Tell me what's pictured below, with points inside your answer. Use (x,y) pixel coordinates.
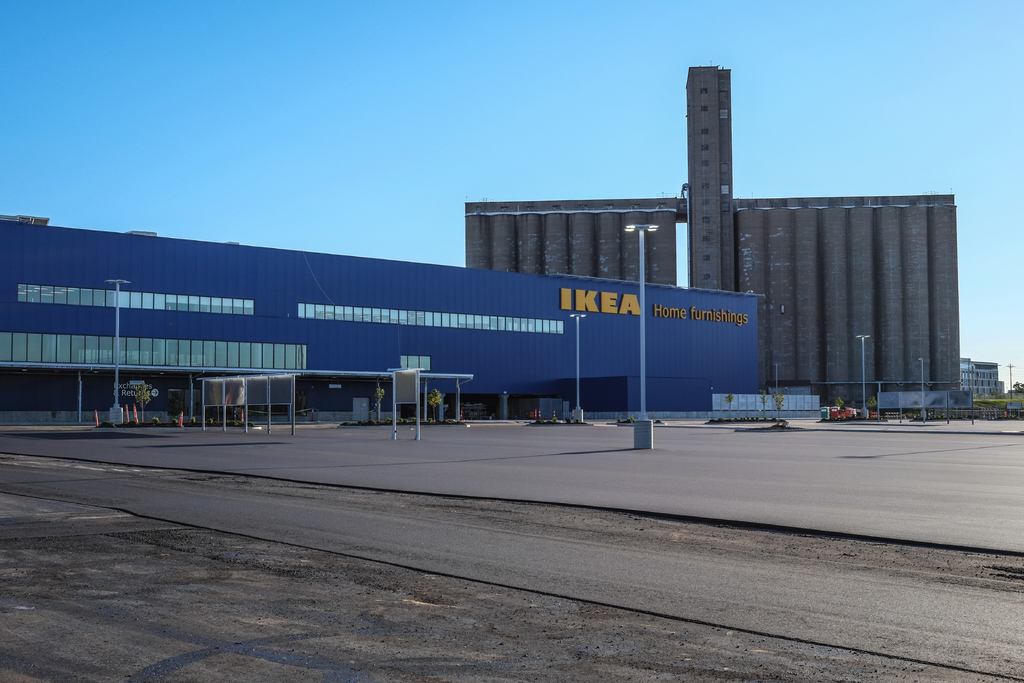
In this picture we can see the ground (785,587), poles (118,394), trees (1021,389), buildings (916,250) and some objects (400,380) and in the background (109,175) we can see the sky (718,34).
